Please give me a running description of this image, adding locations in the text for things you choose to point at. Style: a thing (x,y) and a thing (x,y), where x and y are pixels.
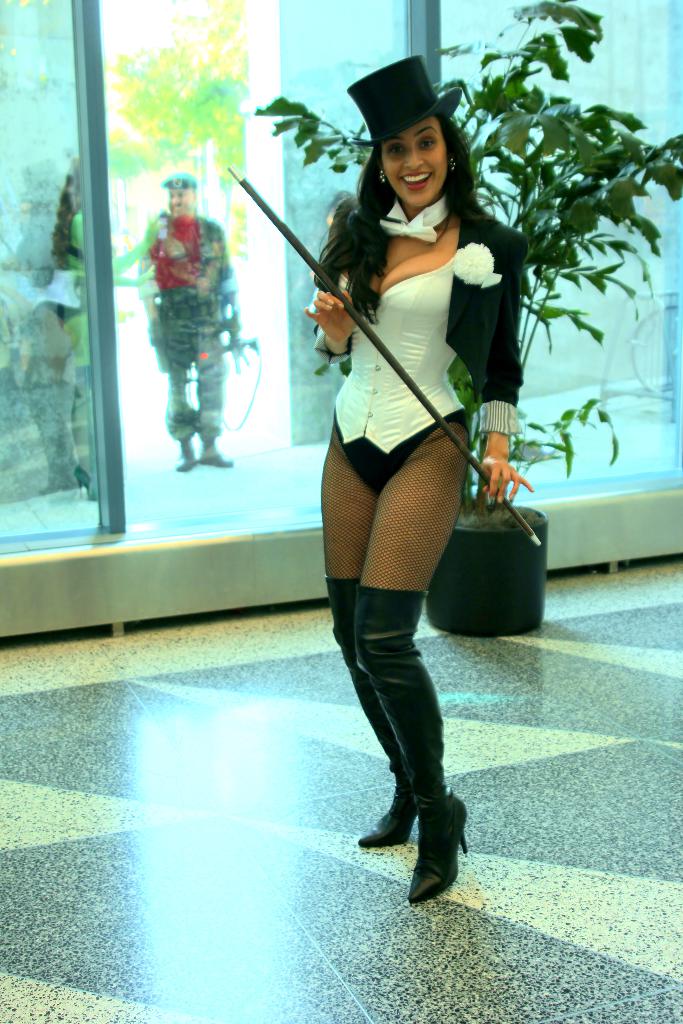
Here I can see a woman (397,421) holding a stick (360,329) in the hand (314,315), standing on the floor (300,1021), smiling and giving pose for the picture. At the back of her there is a plant pot (543,545). Behind there is a glass (196,187). In the background (155,319) there is a man (172,270) wearing a uniform (205,431), holding a gun (234,354) in the hand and standing. At the top of the image (205,85) few leaves (175,58) are visible.
